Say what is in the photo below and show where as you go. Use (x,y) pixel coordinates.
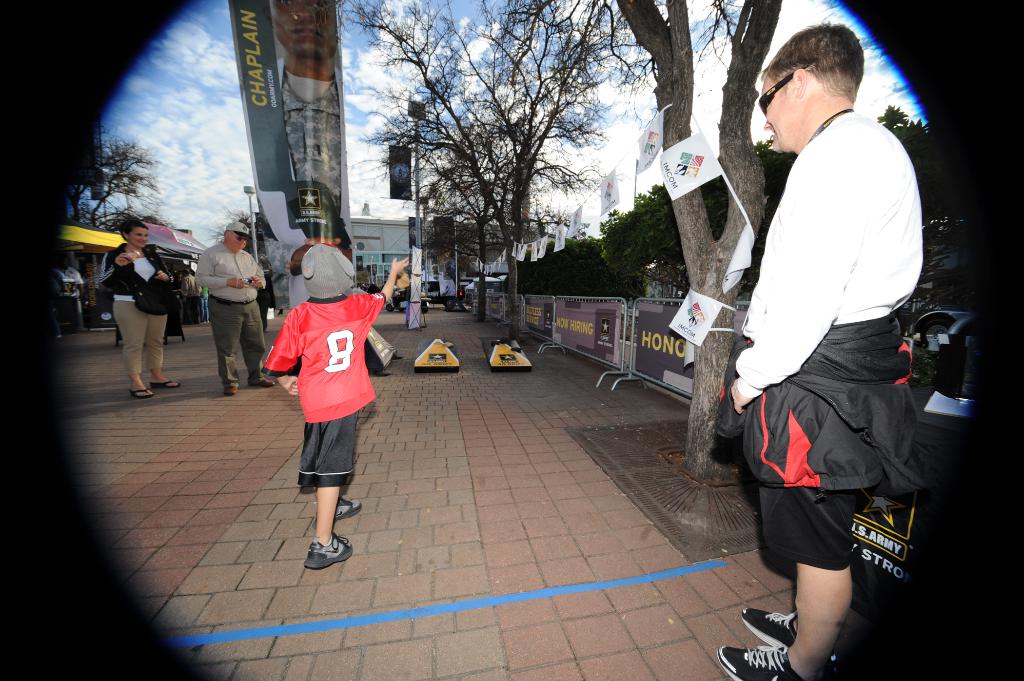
This is a pin hole view of a street (637,671), there is a man (839,114) standing on the right side (835,378) in front of fence (525,313) and kid (333,287) and few people (259,330) walking on the footpath (247,431), in the back (396,253) there are buildings (390,235) with trees (512,231) and plants (609,266) in front of it and above its sky (163,119) with clouds (201,187).
